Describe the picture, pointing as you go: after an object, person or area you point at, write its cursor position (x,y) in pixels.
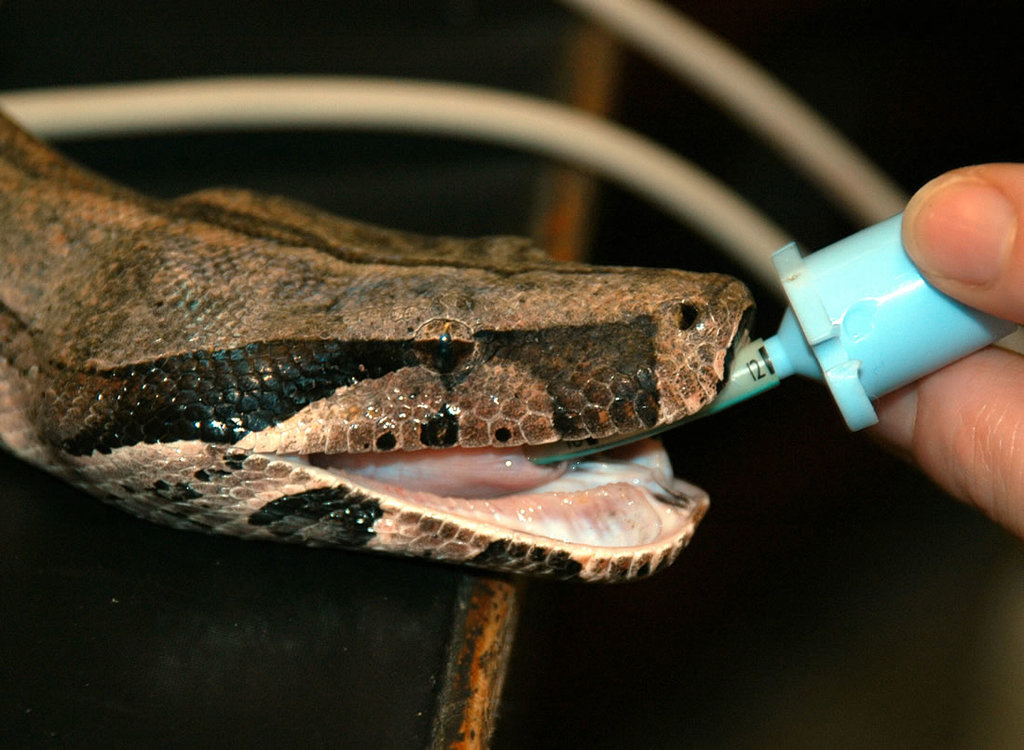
In this image, we can see a snake (354,410). There are fingers (973,261) on the right side of the image (973,258) holding an object (853,322). In the background (811,456), image is blurred.
